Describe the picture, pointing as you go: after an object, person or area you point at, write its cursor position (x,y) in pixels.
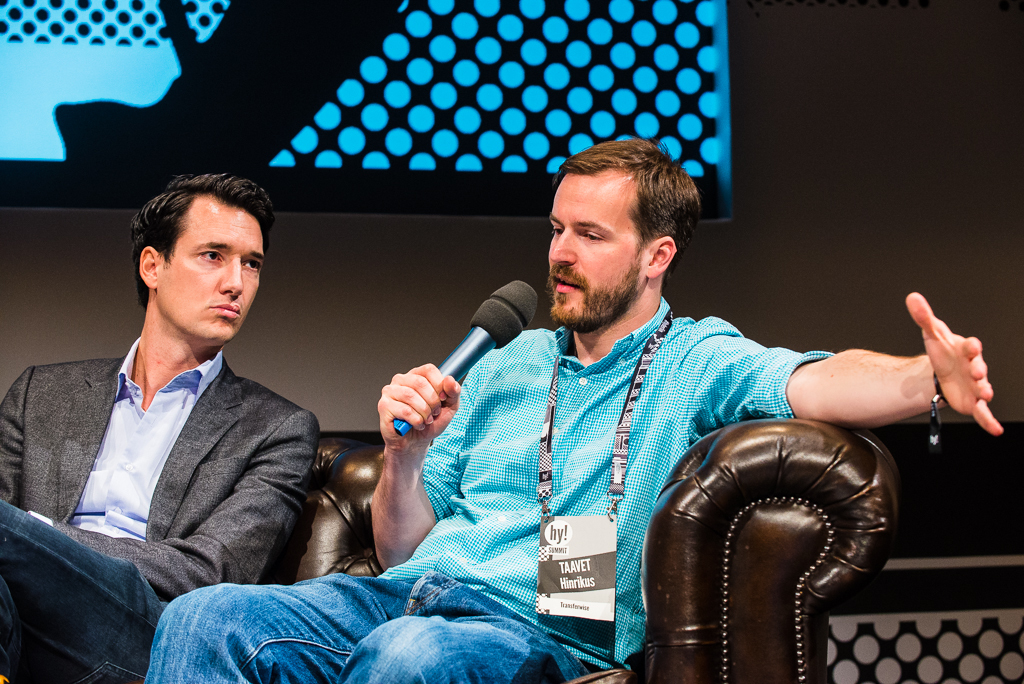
In this image in the front (357,502) there are persons (466,467) sitting on sofa (786,520) and there is a man (524,477) holding a mic (482,349) and speaking sitting on the sofa (648,564) which is in the center (518,396). In the background (823,198) there is a wall (800,218) and there is a screen (335,132).
